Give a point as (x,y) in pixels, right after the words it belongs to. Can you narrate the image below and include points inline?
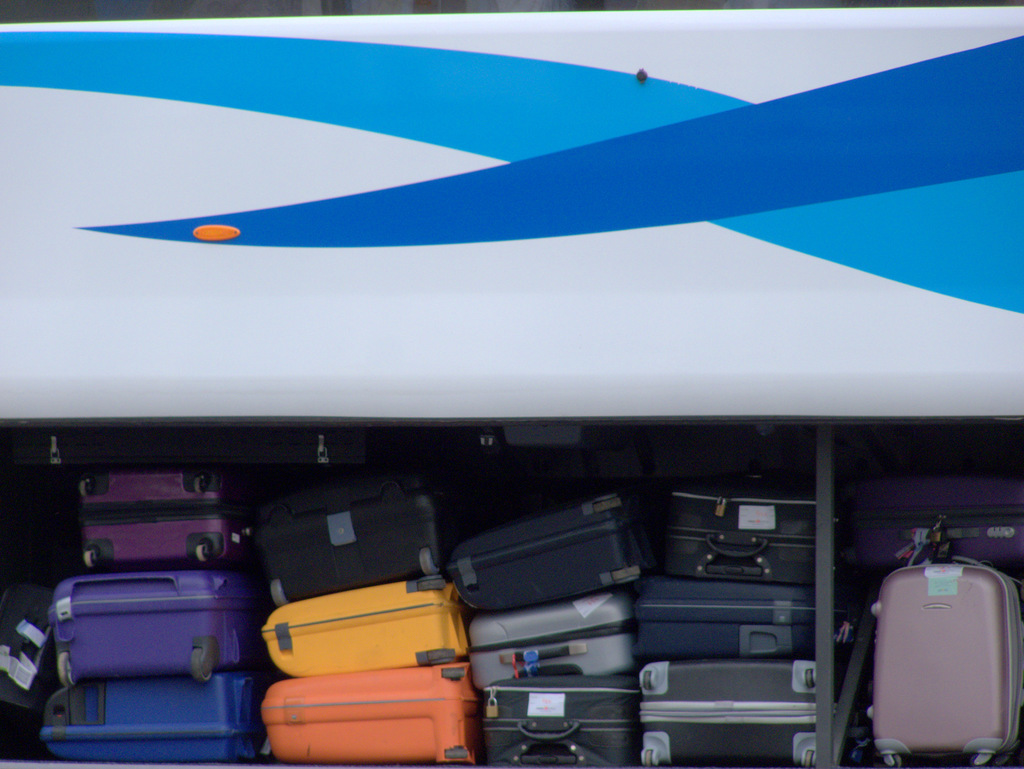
In this image I can see few colorful luggage (737,629) in the vehicle (591,345). The vehicle (605,308) is in white and blue color.
